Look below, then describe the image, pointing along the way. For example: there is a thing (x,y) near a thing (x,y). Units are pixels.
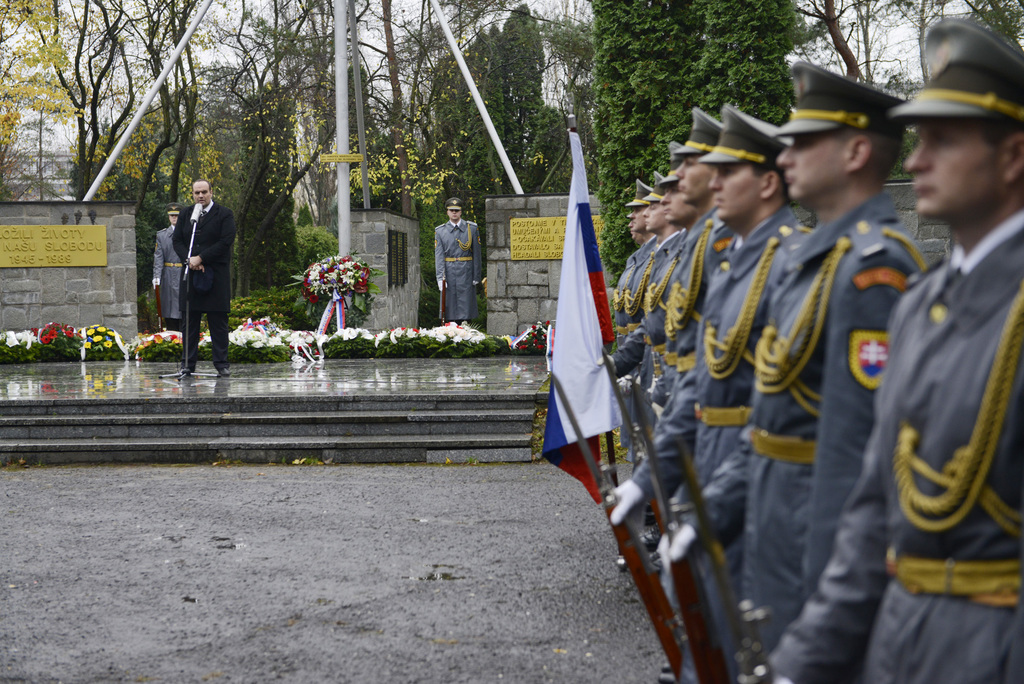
In this image I can see the group of people (755,353) with uniforms (735,312) and these people (677,354) are holding the guns (628,537) and I can see the flag (571,396). In the background (188,316) I can see the person (193,260) standing in-front of the mic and I can see two more people (176,265). There are many flowers (256,342) and the yellow color boards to the wall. I can see many trees (106,147) and the sky (222,65) in the back (285,61).
